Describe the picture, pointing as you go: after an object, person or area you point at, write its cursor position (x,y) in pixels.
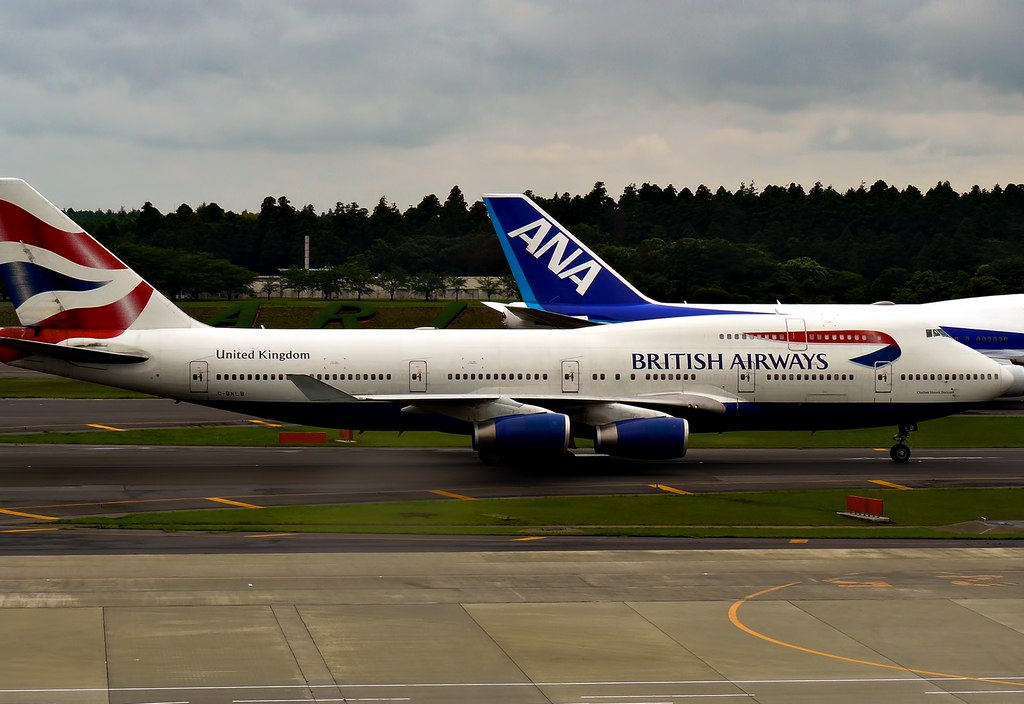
In this image I can see two airplanes (484,447) in the centre (435,427). I can also see grass (348,528) in the front (686,519) and in the background of this image (819,444). In the background (398,212) I can also see number of trees (1012,245), clouds (882,161) and the sky (444,77). On these airplanes (581,312) I can see something is written.
